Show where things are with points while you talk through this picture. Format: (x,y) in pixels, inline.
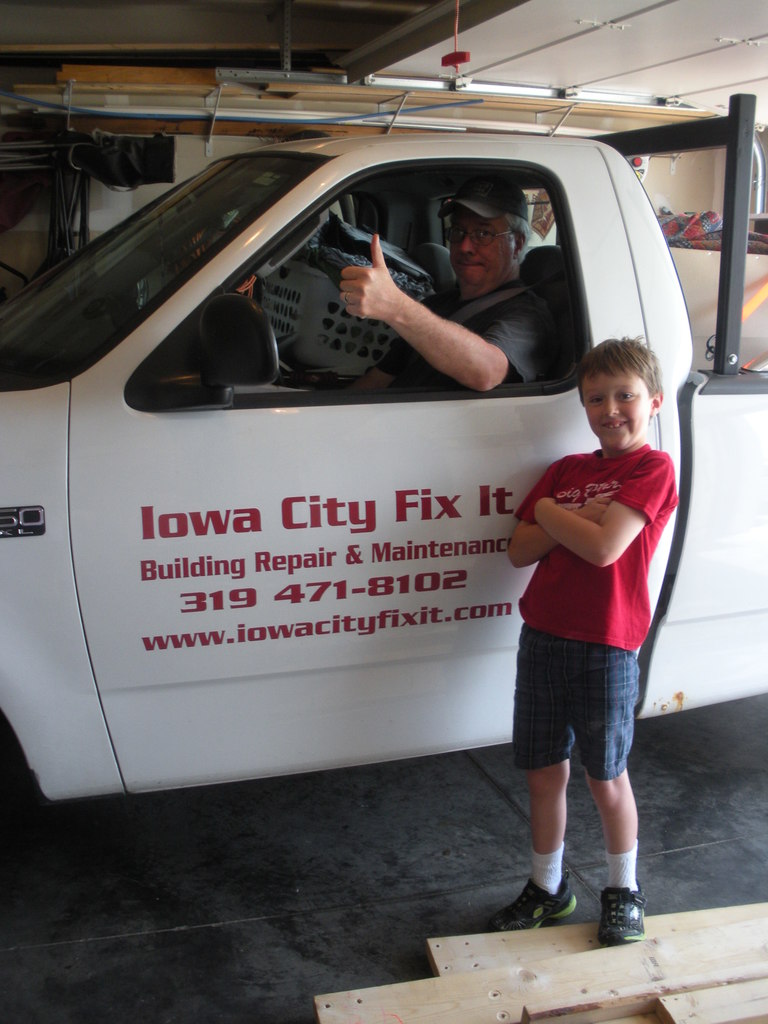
In this picture we can see a man (377,310) sitting in a vehicle (605,249). We can see a boy (595,520) wearing red t-shirt (655,524), standing near to a car (662,650).
